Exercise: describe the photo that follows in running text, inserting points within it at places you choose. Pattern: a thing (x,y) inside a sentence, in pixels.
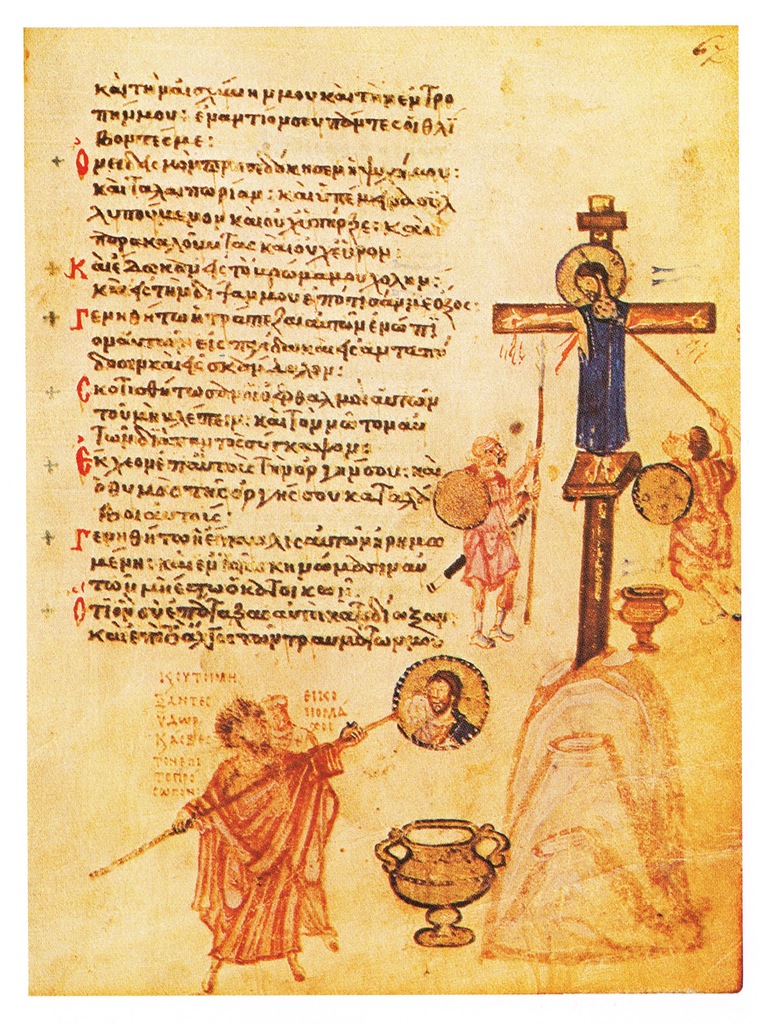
In this image we can see a poster (323,566) with some text (323,590) and few images (475,596).
